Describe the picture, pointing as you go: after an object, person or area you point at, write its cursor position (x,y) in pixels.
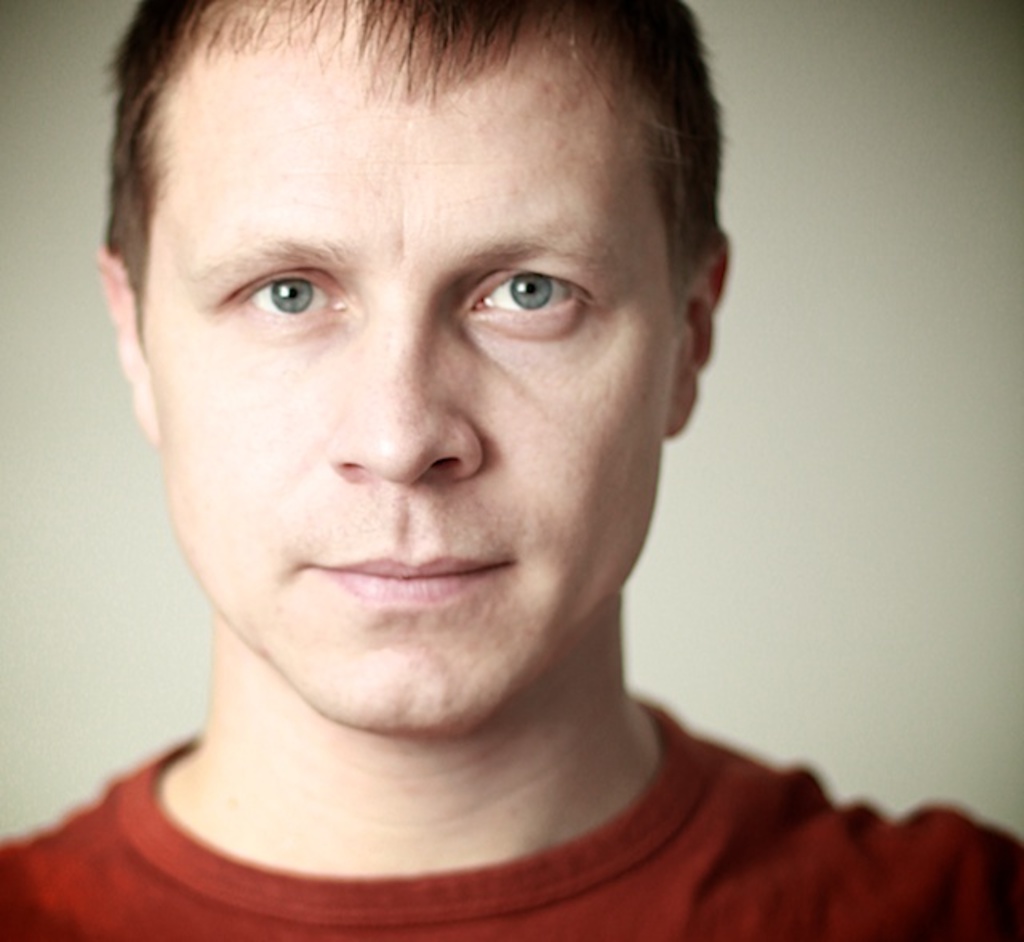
In the image we can see there is a man (563,511) and he is wearing red colour t-shirt (737,857). Behind there is a wall (756,569).
